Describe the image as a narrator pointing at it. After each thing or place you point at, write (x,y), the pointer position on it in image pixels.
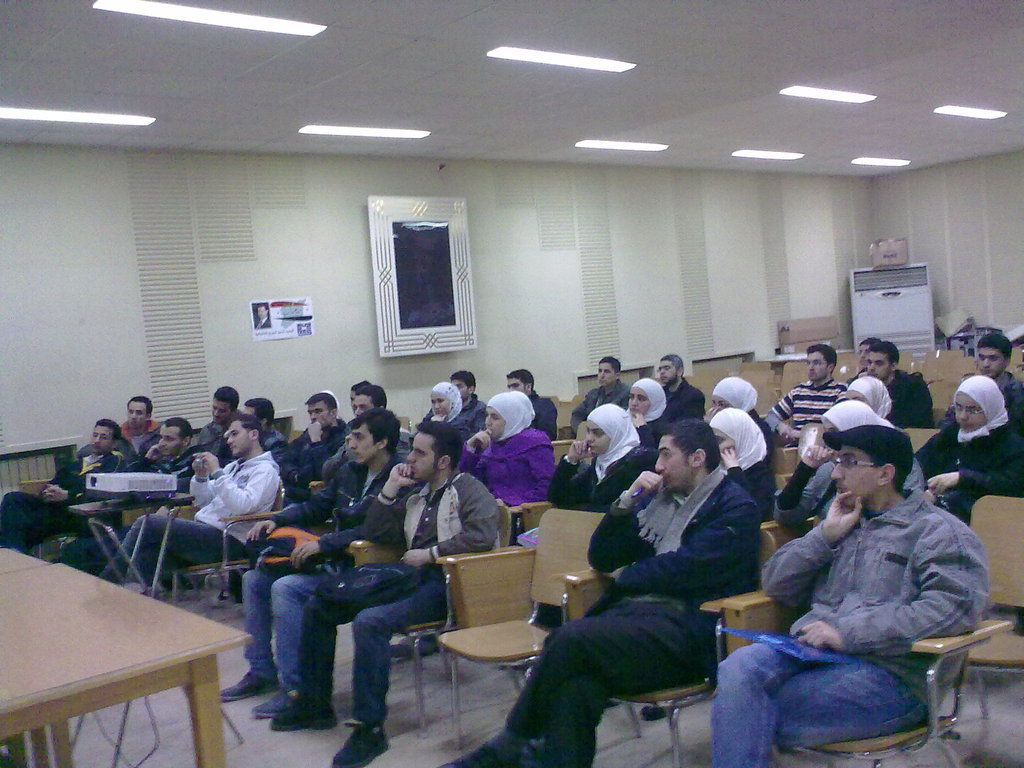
There are group of people (540,475) sitting on a chair (929,429), there is a projector (153,490) in front of the person (237,489) wearing white colour shirt (239,492). In the background (901,312) there is a air cooler (890,303) and lights (827,96) are on on the roof (825,88).
